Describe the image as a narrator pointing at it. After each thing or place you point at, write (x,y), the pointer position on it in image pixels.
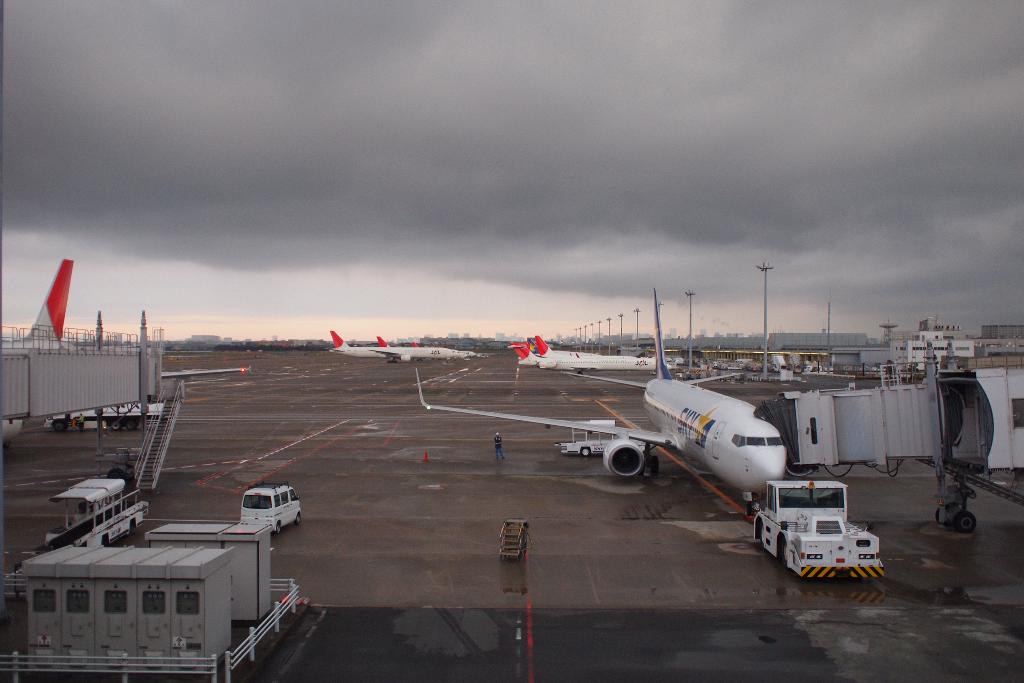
In this image there is a runway (440,412) on which there are airplanes (679,394). At the top (504,177) there is the sky (539,159) with the black cloud (549,182). On the left side (251,520) there is a van (249,510) and there are some trolleys (113,528). In the background (767,337) there are poles (691,310). On the right side (699,343) there are buildings (929,334).
